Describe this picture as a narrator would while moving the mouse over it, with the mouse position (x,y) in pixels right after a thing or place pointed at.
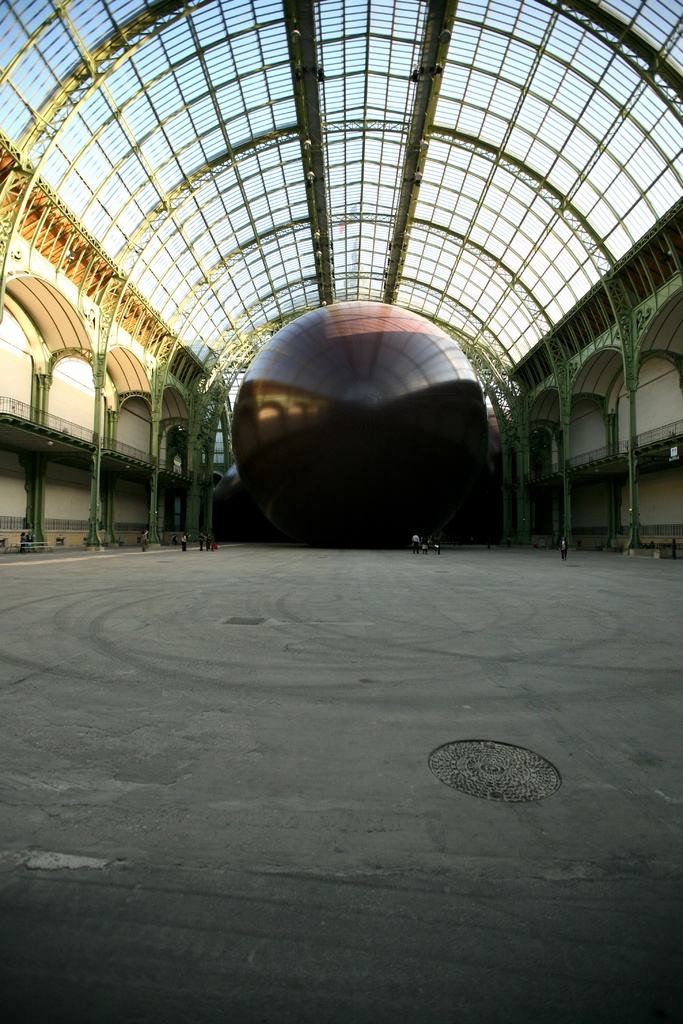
In this picture there is a building (330,174). At the back (292,527) it looks like a metal ball (350,546). At the top (360,26) there is sky (334,110). At the bottom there are group of people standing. In the foreground (543,793) there is a manhole (519,762).
